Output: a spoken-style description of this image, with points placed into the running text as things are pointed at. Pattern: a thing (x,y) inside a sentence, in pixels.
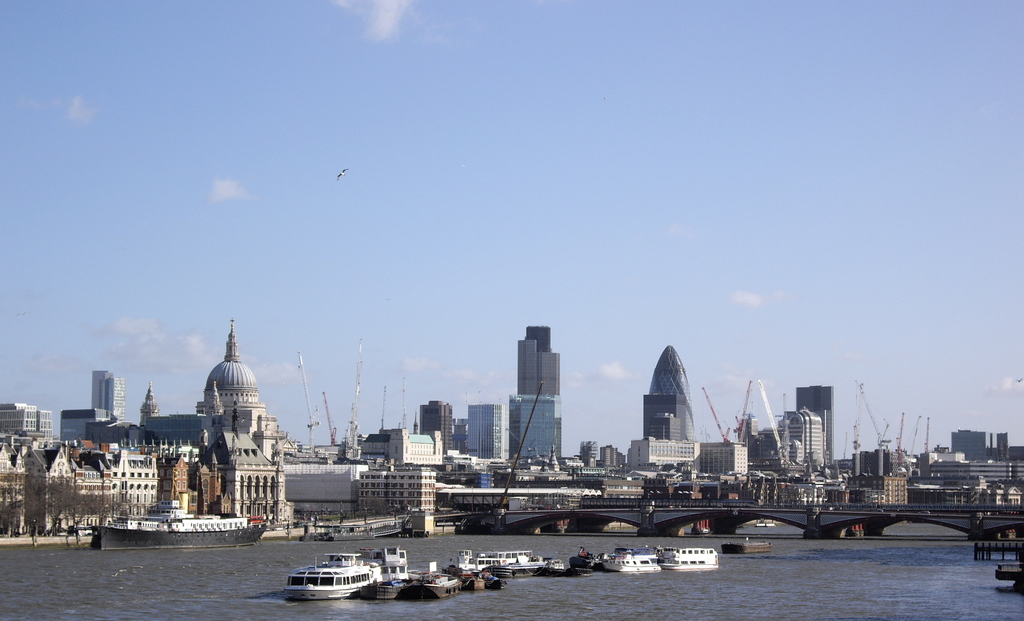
In the background (682,138) we can see the sky (648,160) with clouds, skyscrapers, buildings (952,461). In this picture we can see a bridge (708,499), water (736,595), boats (639,565), ship (103,542), poles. On the left side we can see trees (89,504).
